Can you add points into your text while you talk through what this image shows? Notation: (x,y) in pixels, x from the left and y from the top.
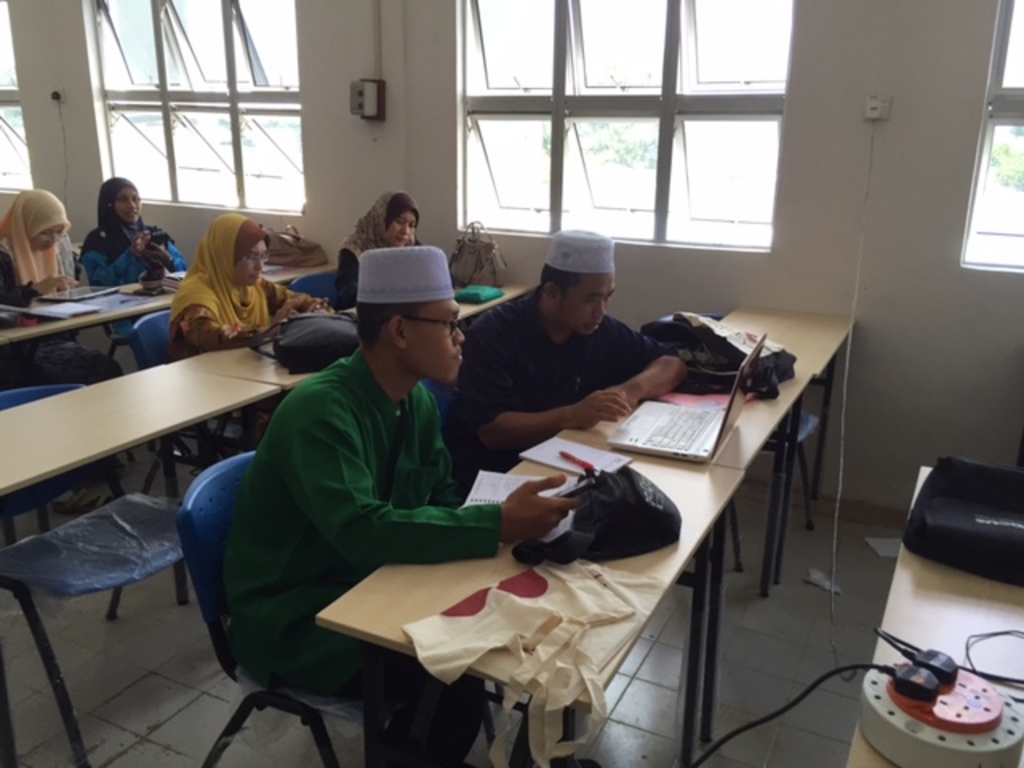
In this there are group of people (246,303) sitting on the chairs (227,524). This is a table (431,601) where a cloth bag (556,601), laptop (683,420), book (549,455), pen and some other object (656,502) is placed on this table (743,446). These are the windows (599,129) which are opened. This is a socket (370,89) attached to the wall (425,80). This is a plug box (920,708) where cables (914,686) are connected and is placed on the table (978,627).
